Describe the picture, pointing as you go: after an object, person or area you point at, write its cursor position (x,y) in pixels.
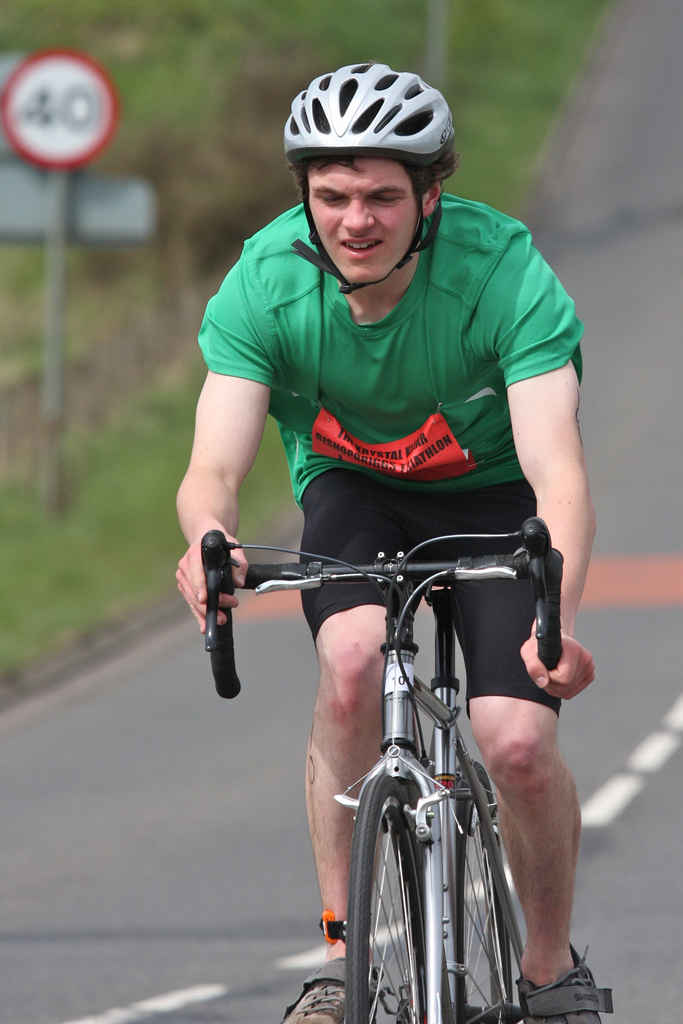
There is a man (395,538) riding bicycle (409,568) on road (429,649) wearing helmet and green t shirt (471,427) behind him there is grass (72,339) and a pole (48,201) with a sign board (53,153).
